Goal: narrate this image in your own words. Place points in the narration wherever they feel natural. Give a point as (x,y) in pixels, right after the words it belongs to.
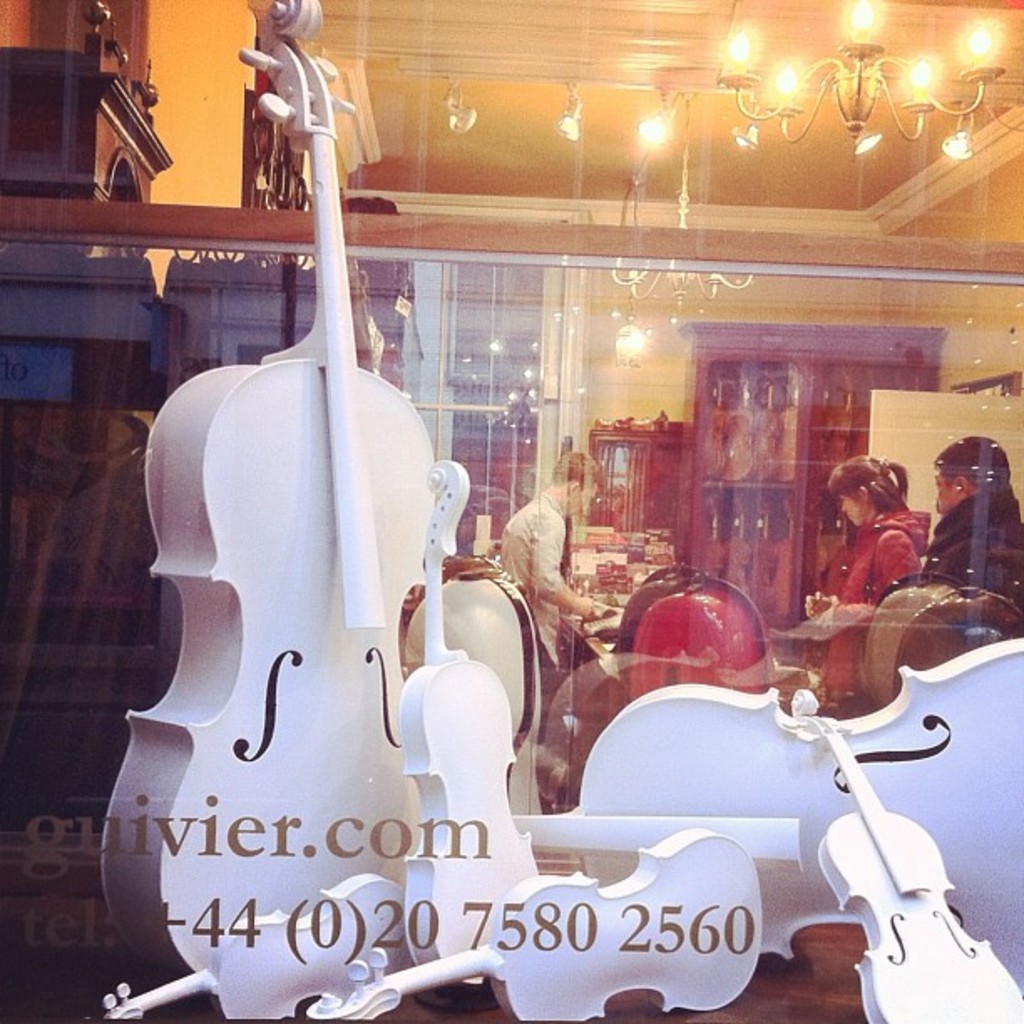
In this picture we can observe white color violins (454,895) placed on the table (731,1018). We can observe a glass (564,409). There is a watermark (235,838) which is in brown color. We can observe three members (869,532) standing. There is a cupboard (823,409) in which some musical instruments (748,448) were placed. We can observe chandelier (846,79) on the right side (846,109). In the background (637,357) there is a wall (652,390) which is in yellow color.
